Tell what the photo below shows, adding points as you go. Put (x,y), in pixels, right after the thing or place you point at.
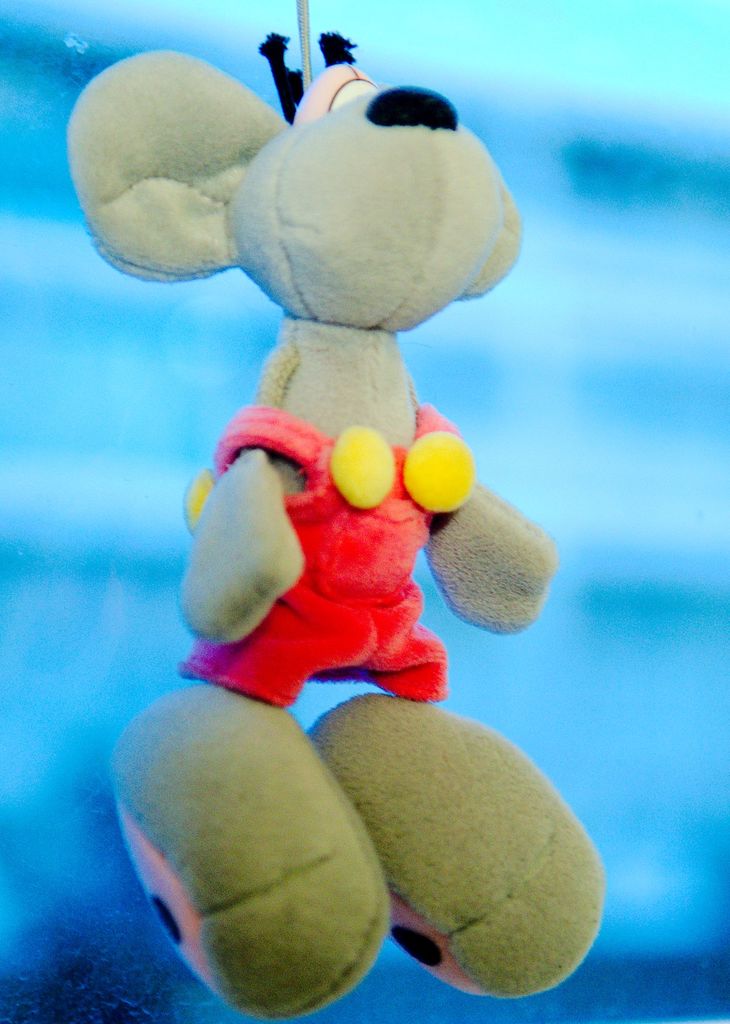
In this picture I can see a toy (357,199), and there is blur background (717,169).
